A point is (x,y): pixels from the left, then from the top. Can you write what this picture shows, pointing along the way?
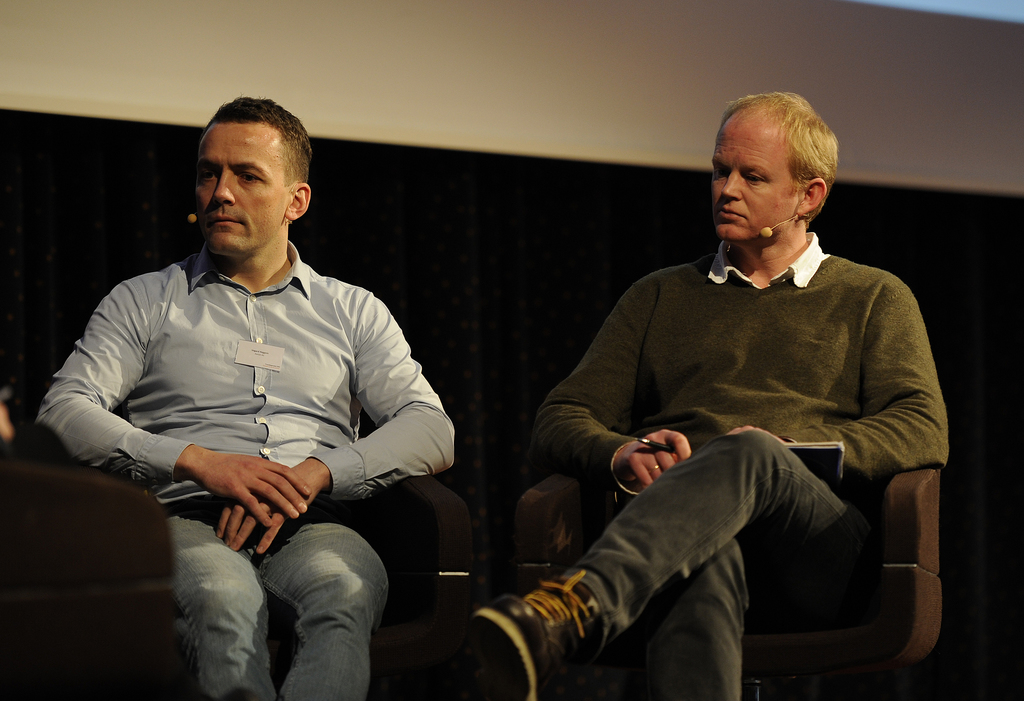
In this picture we can see two people (637,357) sitting on chairs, one person (625,354) is holding a pen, here we can see a book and we can see a wall (443,249) in the background (544,309).
